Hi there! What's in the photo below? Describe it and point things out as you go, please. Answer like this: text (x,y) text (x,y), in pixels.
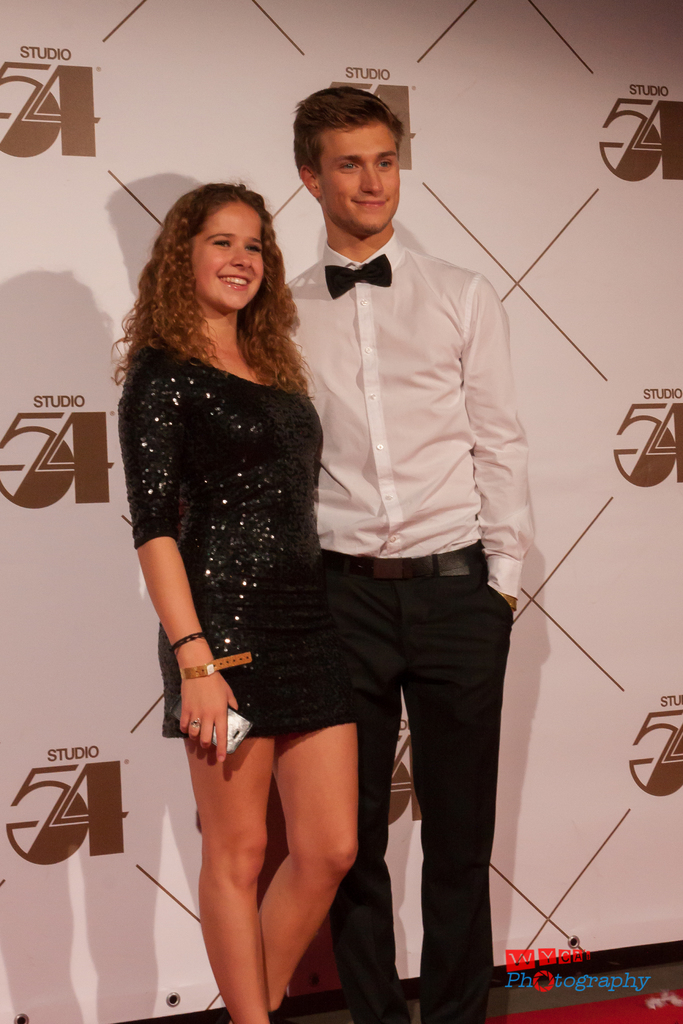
There are two persons (363,899) standing on the stage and we can see a poster (520,743) in the background (66,545).
